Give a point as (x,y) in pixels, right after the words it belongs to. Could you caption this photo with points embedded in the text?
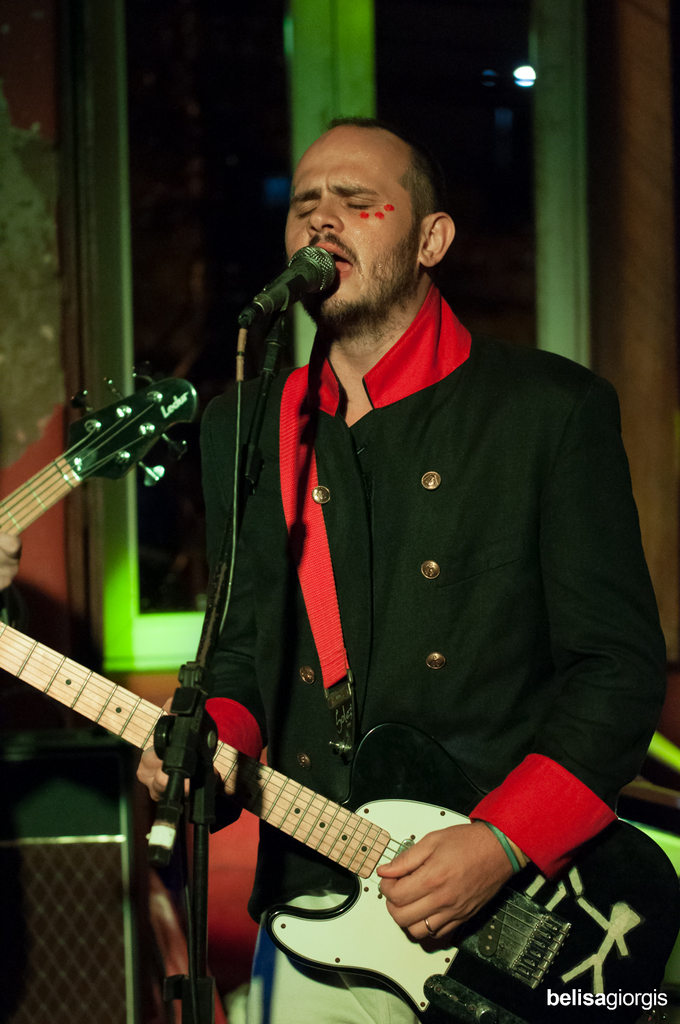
In this image we can see a man (369,548) is standing and singing. And he is wearing black color coat (374,599) and playing guitar (330,831). In front of him one mic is there. Background of the image (492,59) one window (419,67) is present.
